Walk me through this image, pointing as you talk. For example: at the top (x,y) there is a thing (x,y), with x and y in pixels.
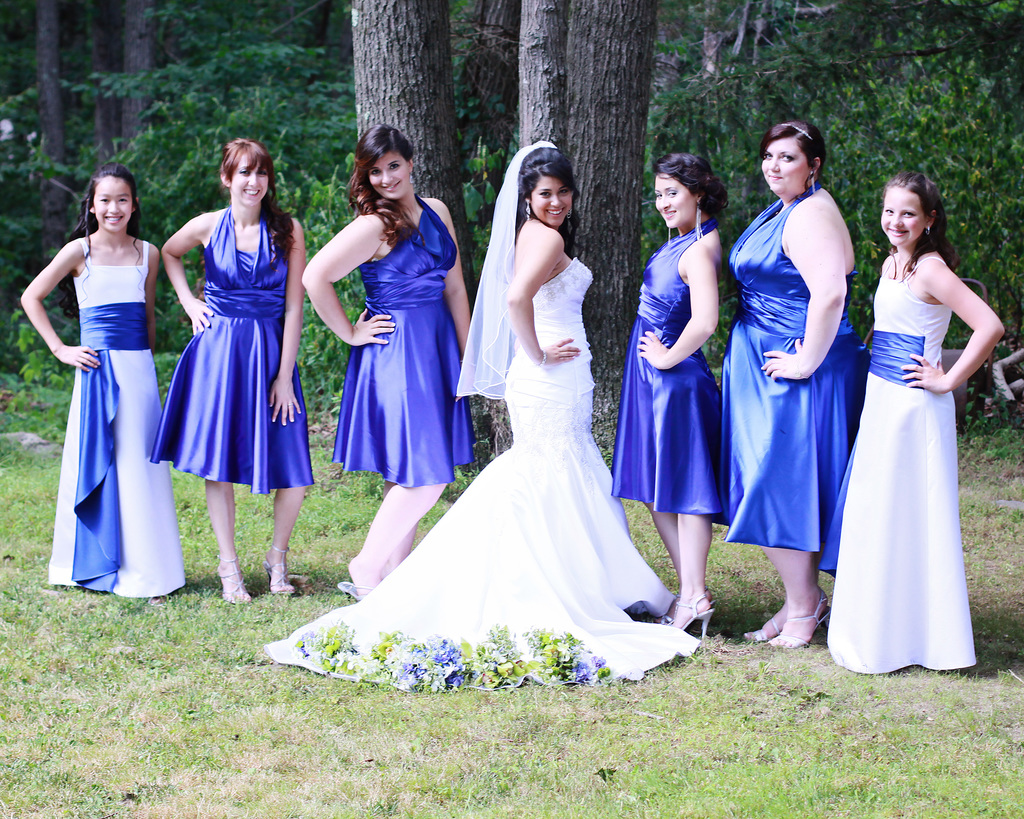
In this image I can see number of women (499,305) are standing. I can see few of them are wearing white colour dress (908,505) and few are wearing blue. I can also see smile on their faces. Here I can see grass (718,745) and in the background (502,88) I can see number of trees (408,101).
